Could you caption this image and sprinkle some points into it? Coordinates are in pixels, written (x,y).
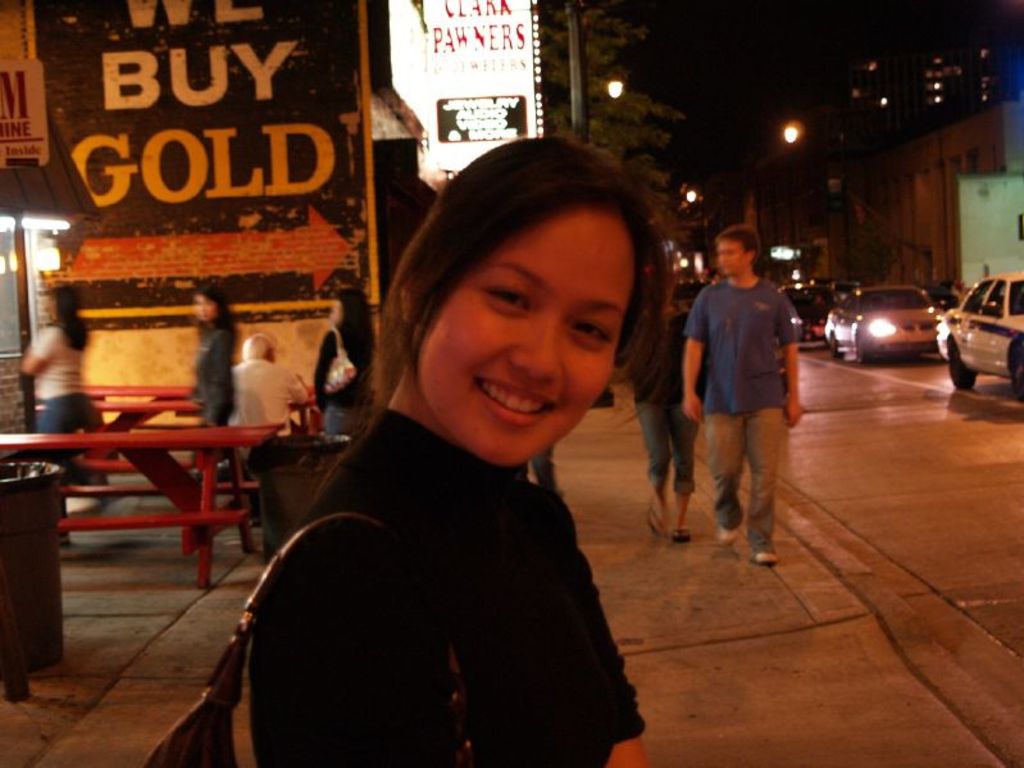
In this image I can see a woman (442,512) smiling and wearing bag (276,555). Back Side I can see few people (776,372), vehicles (827,329), bench (173,516), table (152,471) and dustbin (53,564). I can see a trees (567,127) and light-poles (577,38).
